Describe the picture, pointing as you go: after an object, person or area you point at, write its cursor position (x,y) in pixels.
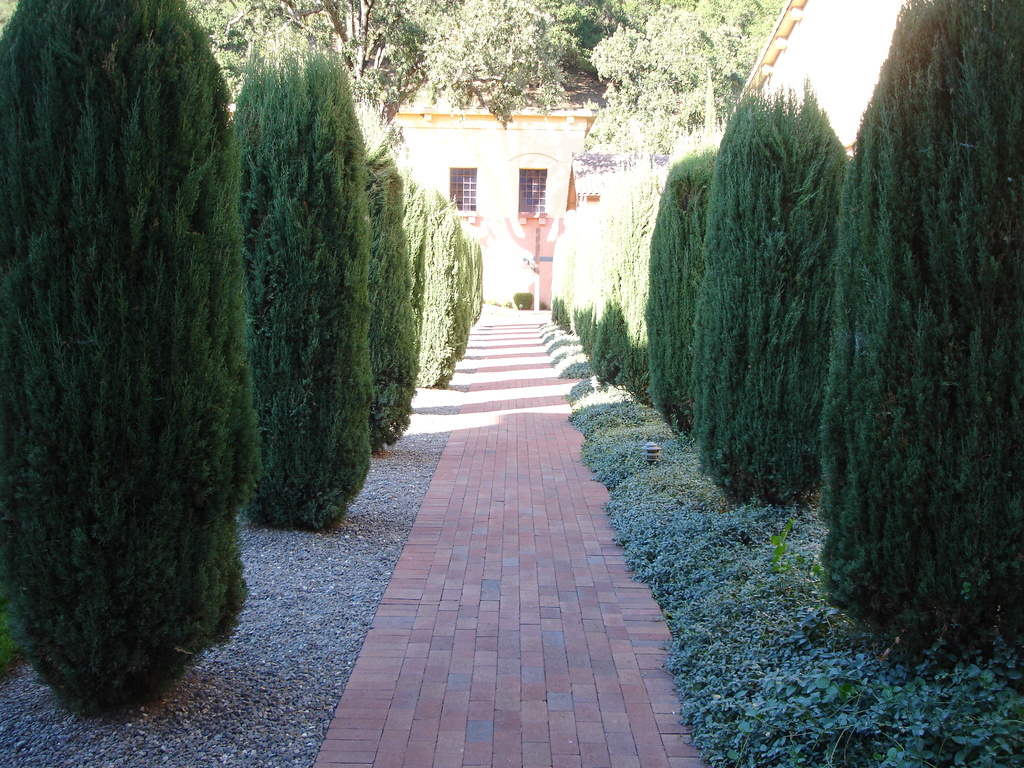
Here we can see plants (712,318) and trees (351,258). In the background (654,157) we can see a house (500,204) and windows (541,194).
